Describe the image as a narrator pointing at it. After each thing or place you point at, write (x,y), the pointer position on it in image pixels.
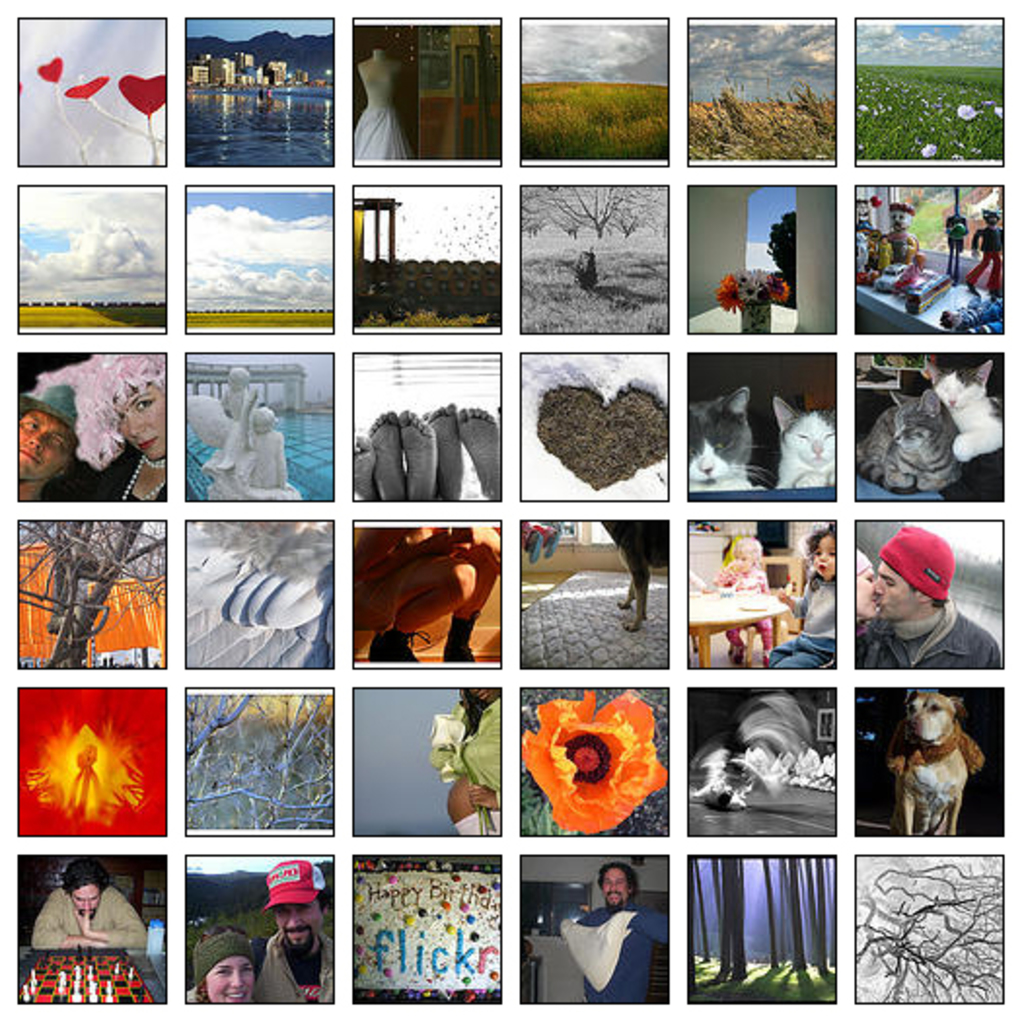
In this image I can see a collage picture and I can see few statues (272,409), a flower (617,722) in orange color, dried trees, a dog (959,749), few persons (808,560) sitting on the chairs (779,569) and the grass (565,110) in green color and the sky (270,274) is in blue and white color.
